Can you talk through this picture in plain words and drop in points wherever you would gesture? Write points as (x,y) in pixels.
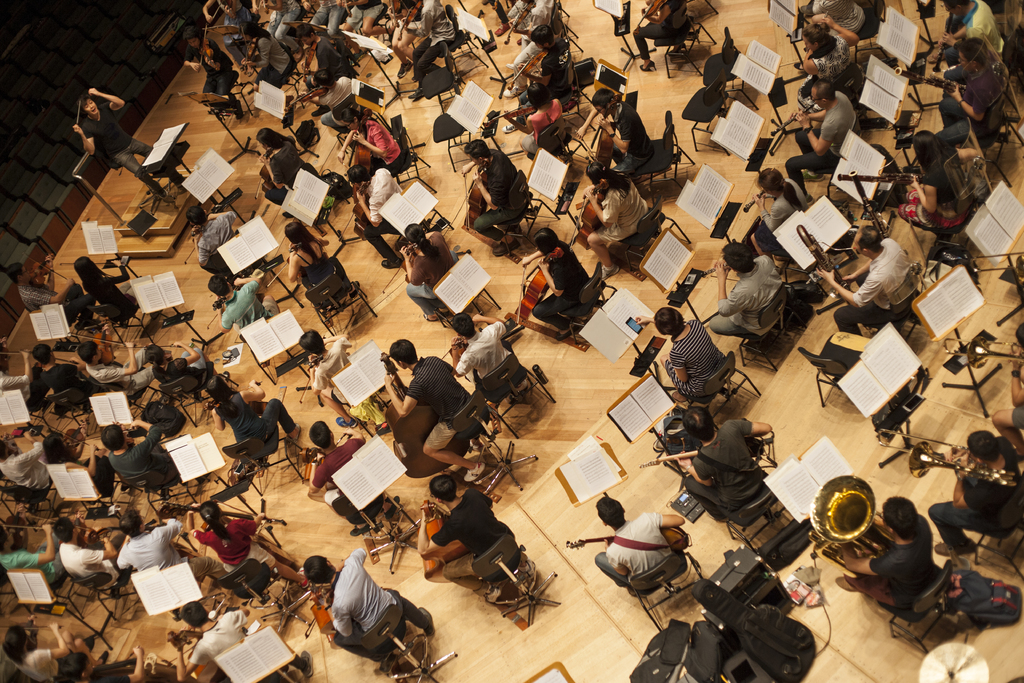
In the picture the image is taken from the top view, there are many people (600,255) sitting on the chairs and playing different music instruments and there are music notations (872,396) kept in front of them and on the left side (127,133) there is a person (114,135) teaching them to play the instruments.
